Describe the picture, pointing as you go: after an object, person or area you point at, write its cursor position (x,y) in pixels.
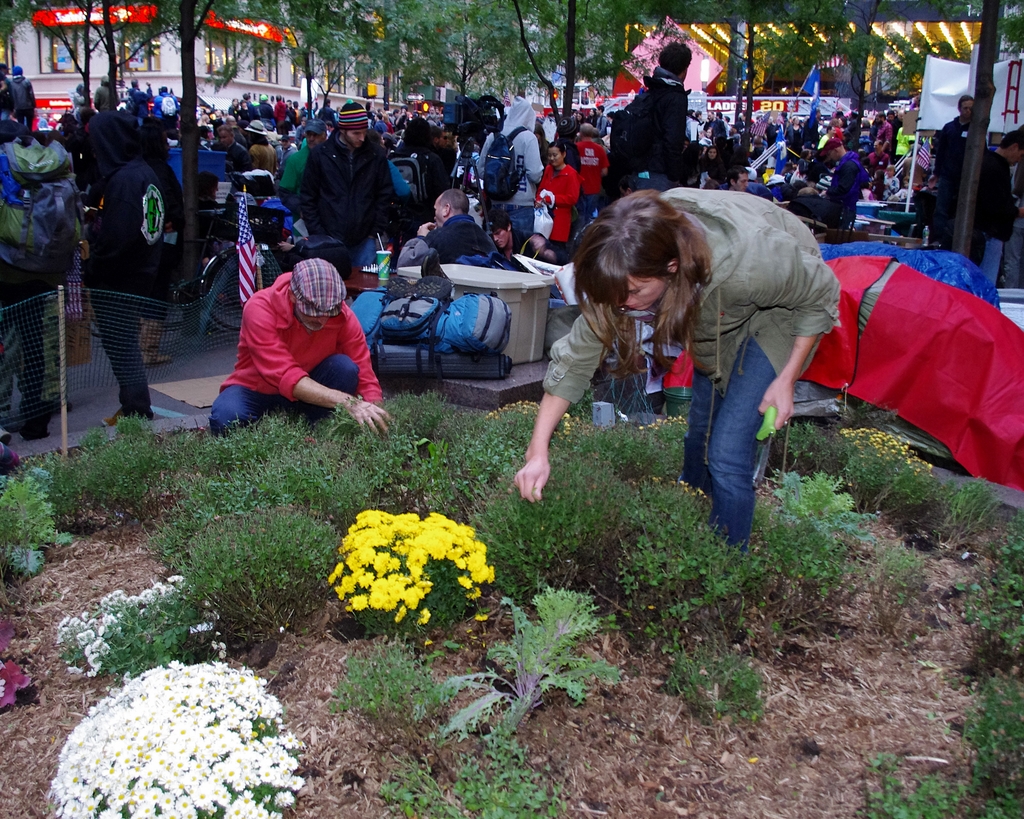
In this picture, we can see a few people (346,186), and a few (292,303) on the ground (447,757), we can see the ground (461,747) with plants (545,583), flowers (470,565), trees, poles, fencing (158,338), poster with some text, bags (454,332), lights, flags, and some objects (149,324) on the left side of the picture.
